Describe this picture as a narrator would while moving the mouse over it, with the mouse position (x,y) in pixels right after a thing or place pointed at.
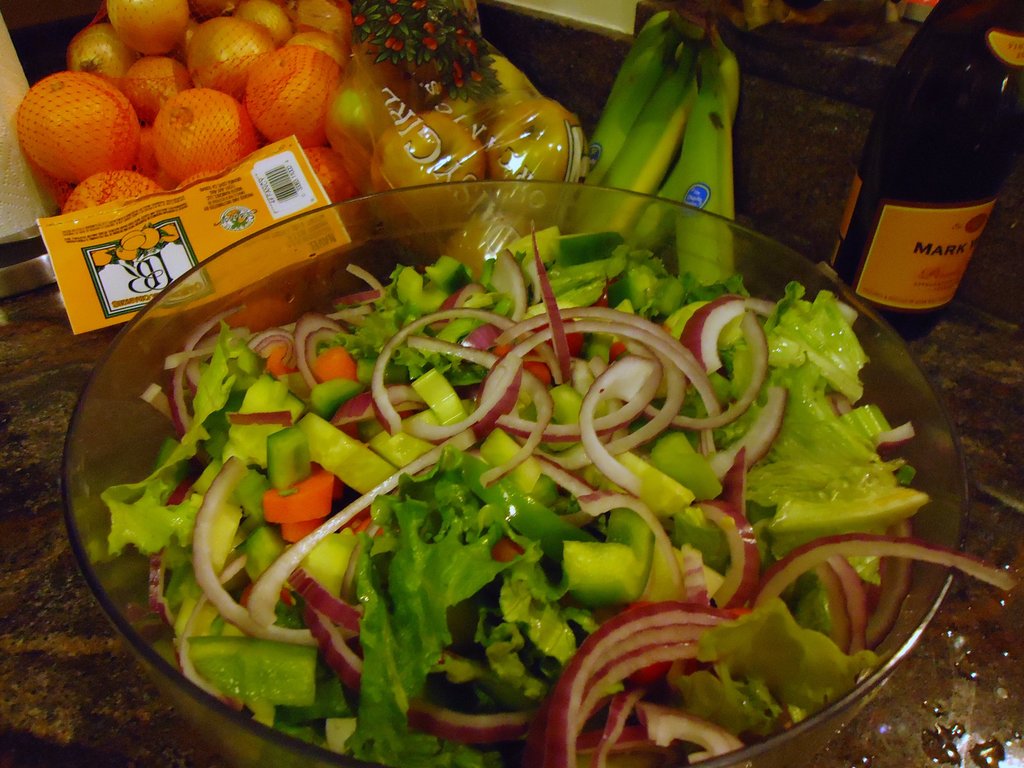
In this image there is salad (605,544) in the bowl (424,504) which is in the front (627,553) and there is a bottle (935,161) with some text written on it and there are fruits (601,133).
